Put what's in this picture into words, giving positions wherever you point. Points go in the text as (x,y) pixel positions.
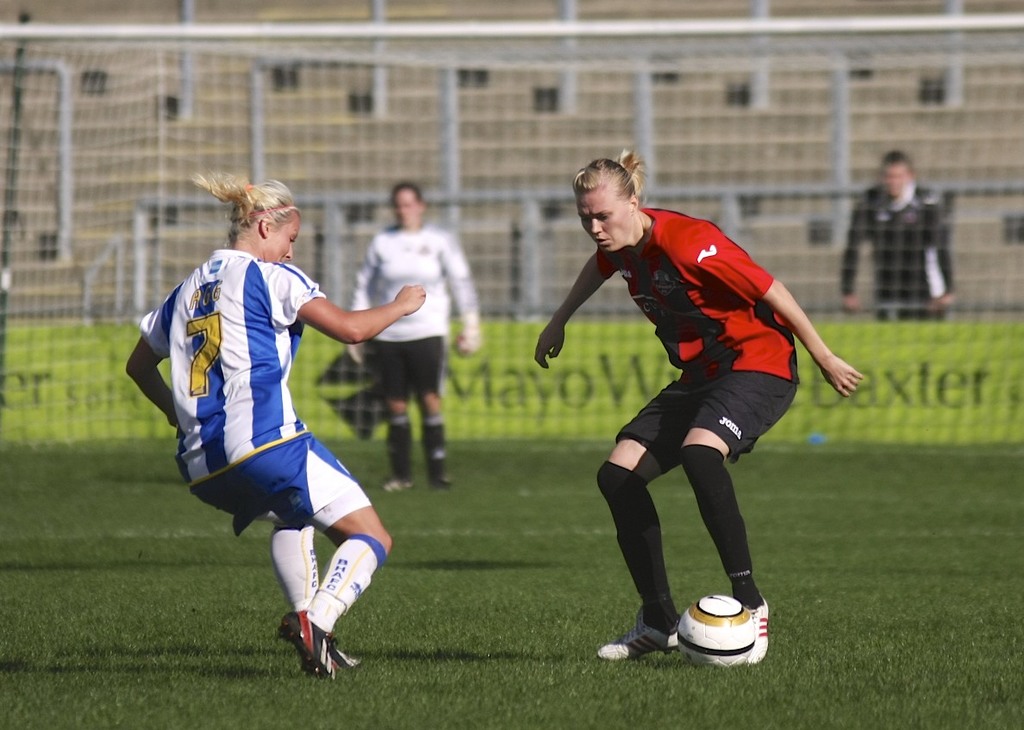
As we can see in the image there is a fence (950,44) and four people (710,242) over here and these two are playing with football (722,599).
